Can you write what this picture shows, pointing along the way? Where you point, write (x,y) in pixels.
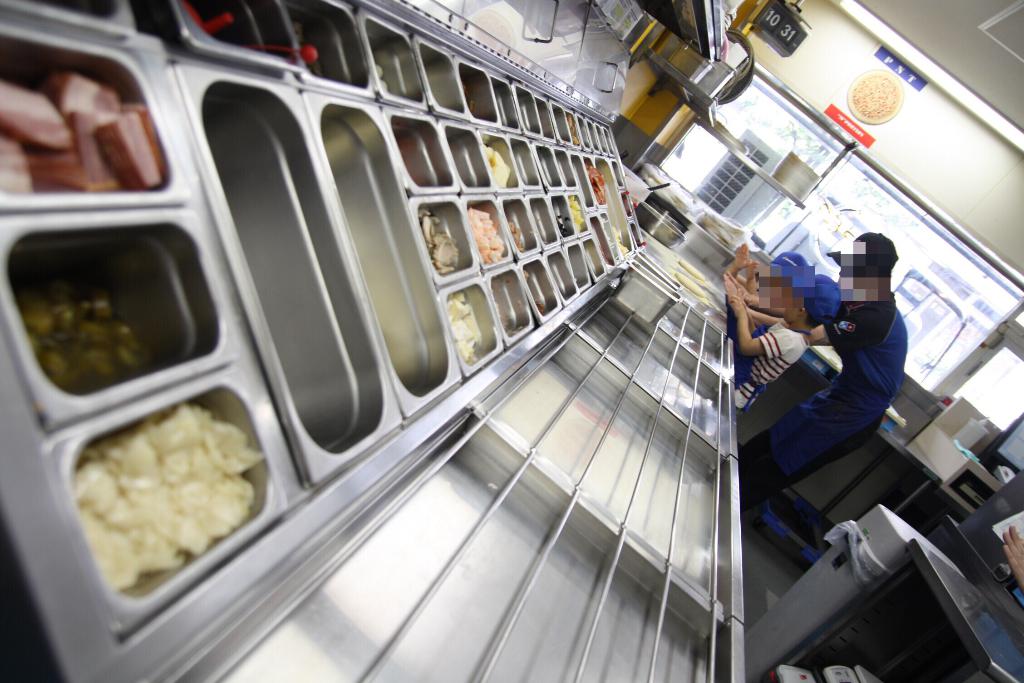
There is a person (897,349) in blue color dress (869,406), slightly bending, near two children (766,282), in front of table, on which, there are some objects (740,228) and other vessels (615,199). In the background (948,455), there is a glass window (906,228) and other objects (784,23).
